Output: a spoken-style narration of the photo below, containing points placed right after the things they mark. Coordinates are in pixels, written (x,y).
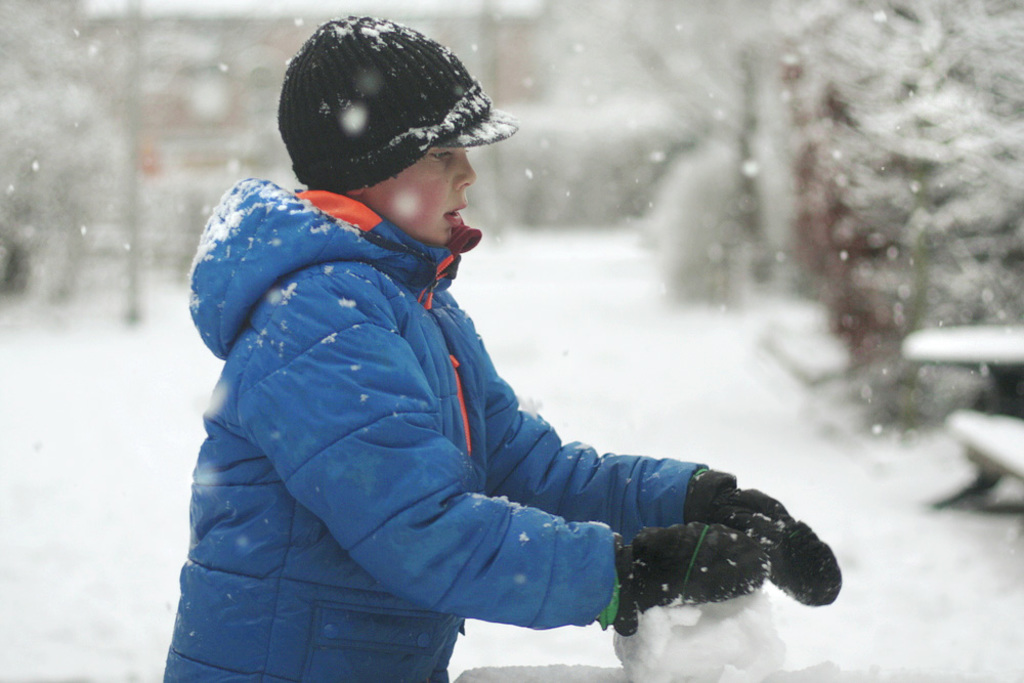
In this image in the front (361,377) there is a person (375,223) standing and playing with a snow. In the background (506,346) there is snow (727,355) and it seems to be blurry.
